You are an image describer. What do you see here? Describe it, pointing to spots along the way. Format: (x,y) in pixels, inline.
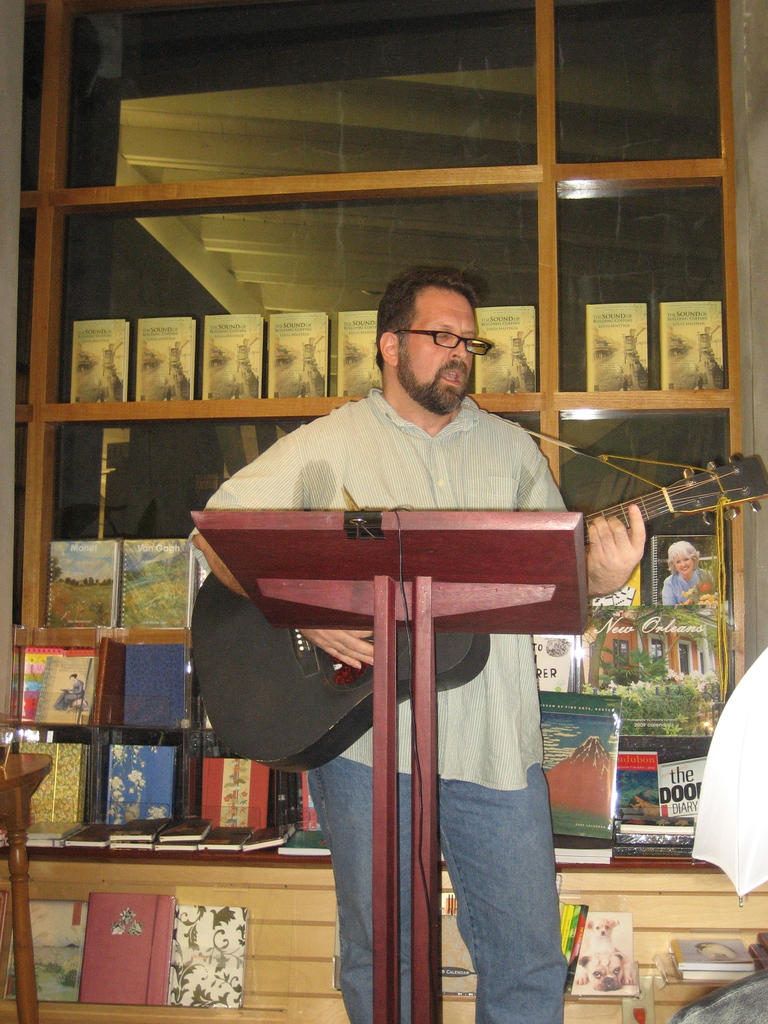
In this image we can see this person (486,829) wearing shirt (508,506) and spectacles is holding a guitar (218,672) in his hands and playing it and is standing in front of the podium (427,628). In the background (687,371), we can see books (120,936) kept on the shelf (53,470) and glass windows (320,273).
